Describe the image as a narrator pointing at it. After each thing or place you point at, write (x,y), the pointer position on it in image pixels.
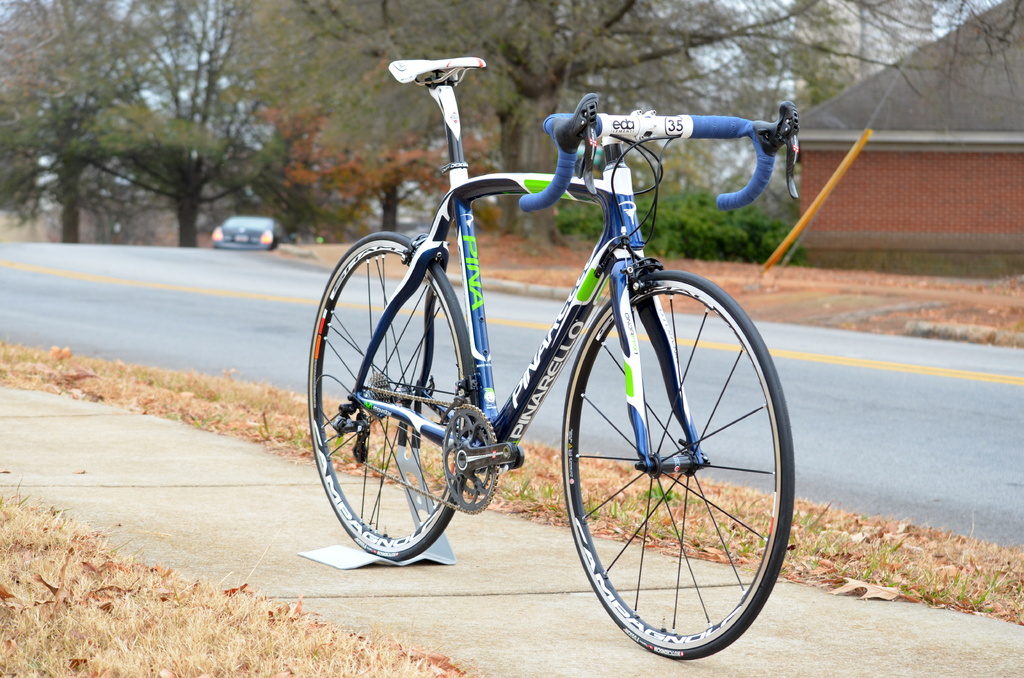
This is a bicycle (727,641), on the sidewalk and a house (845,147) and trees (500,30) on the side of the road (792,333) and a car (247,242) on the road (251,259).
